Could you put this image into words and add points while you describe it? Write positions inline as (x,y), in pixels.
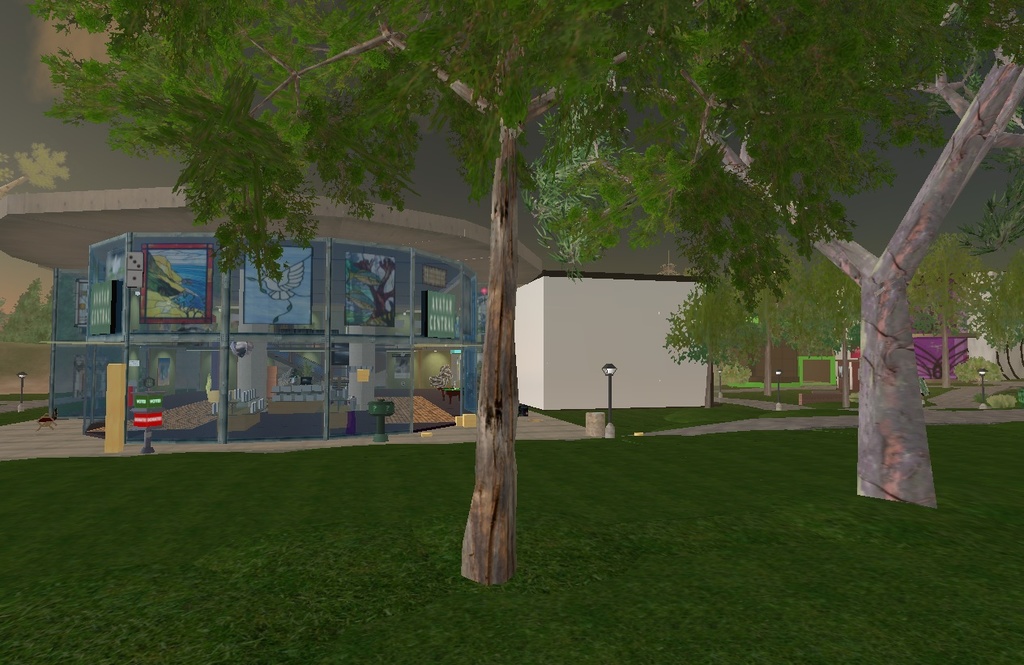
In this image I can see the digital art in which I can see some grass (293,508), few trees (898,439) and few buildings (458,333). I can see few black colored poles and in the background (119,174) I can see the sky (6,90).
